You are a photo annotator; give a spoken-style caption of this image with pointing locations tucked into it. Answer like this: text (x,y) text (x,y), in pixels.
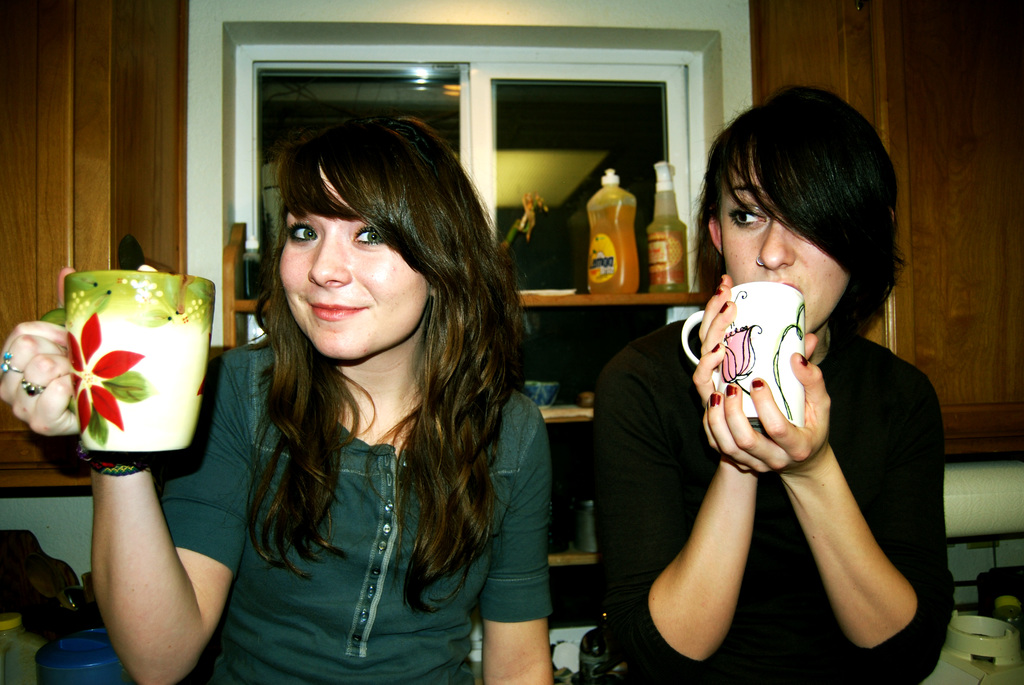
In the center of the image (548,439) we can see two persons (412,529) are sitting and they are holding cups (741,379). And the left side person (370,479) is smiling. In the background (634,107) there is a wooden wall (940,143), window (558,229), spray bottles (675,221), cans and a few other objects (39,670).
